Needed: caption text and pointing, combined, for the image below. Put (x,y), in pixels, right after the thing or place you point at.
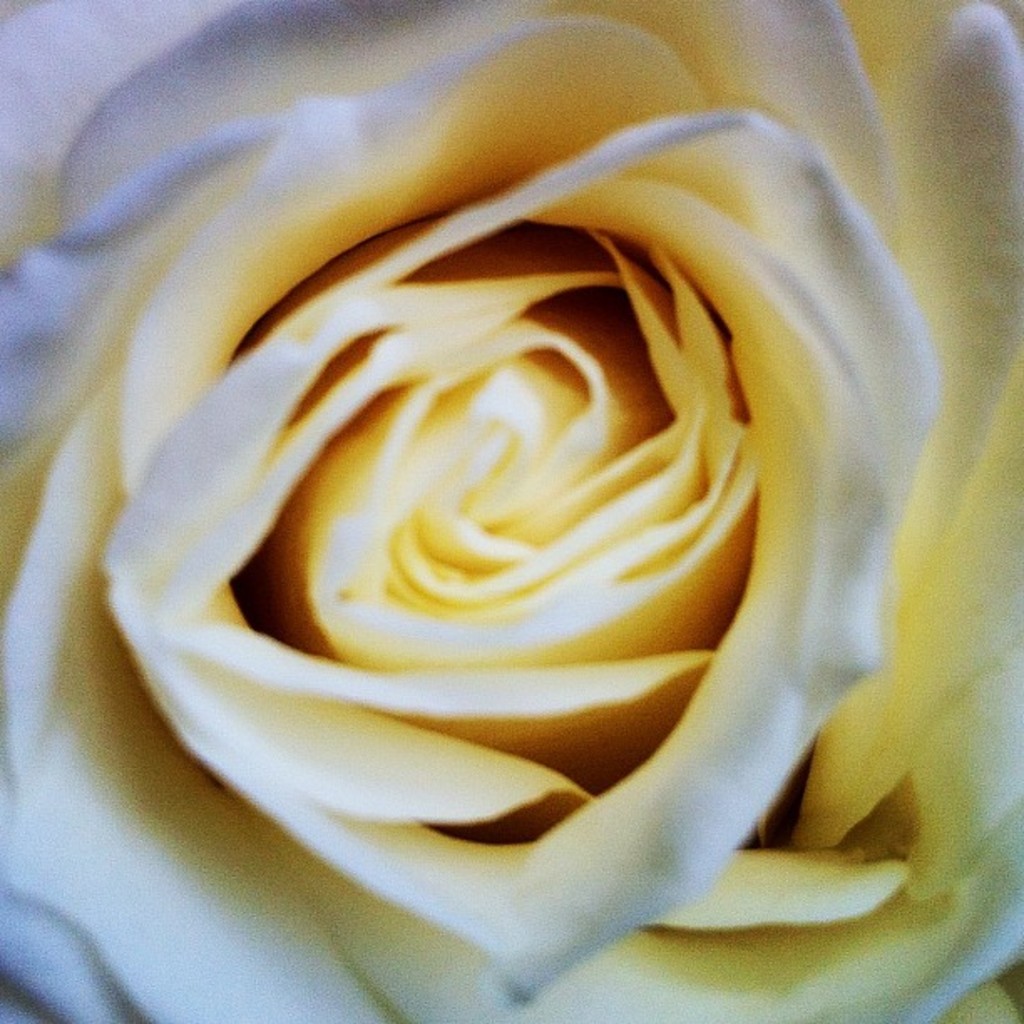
In this image I can see the flower (703,629) in white and yellow color.
